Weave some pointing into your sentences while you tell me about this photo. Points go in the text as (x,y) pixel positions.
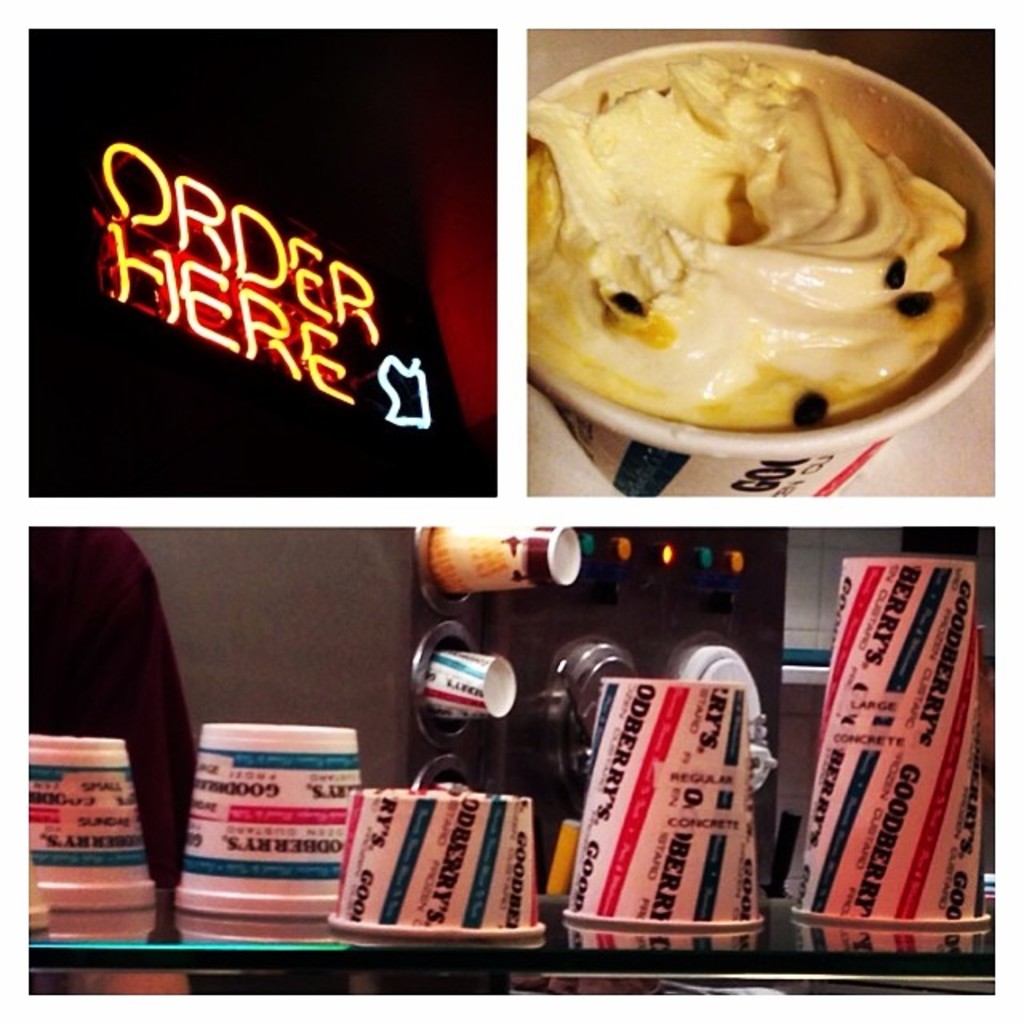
This is a collage image. In this image I can see the cups (688,860) which are colorful and these are on the black color surface (246,948). I can also see the ice cream (630,264) with the cup (688,427). And there is a board (211,340) with the lights (162,282). And I can see the black background (88,316).
